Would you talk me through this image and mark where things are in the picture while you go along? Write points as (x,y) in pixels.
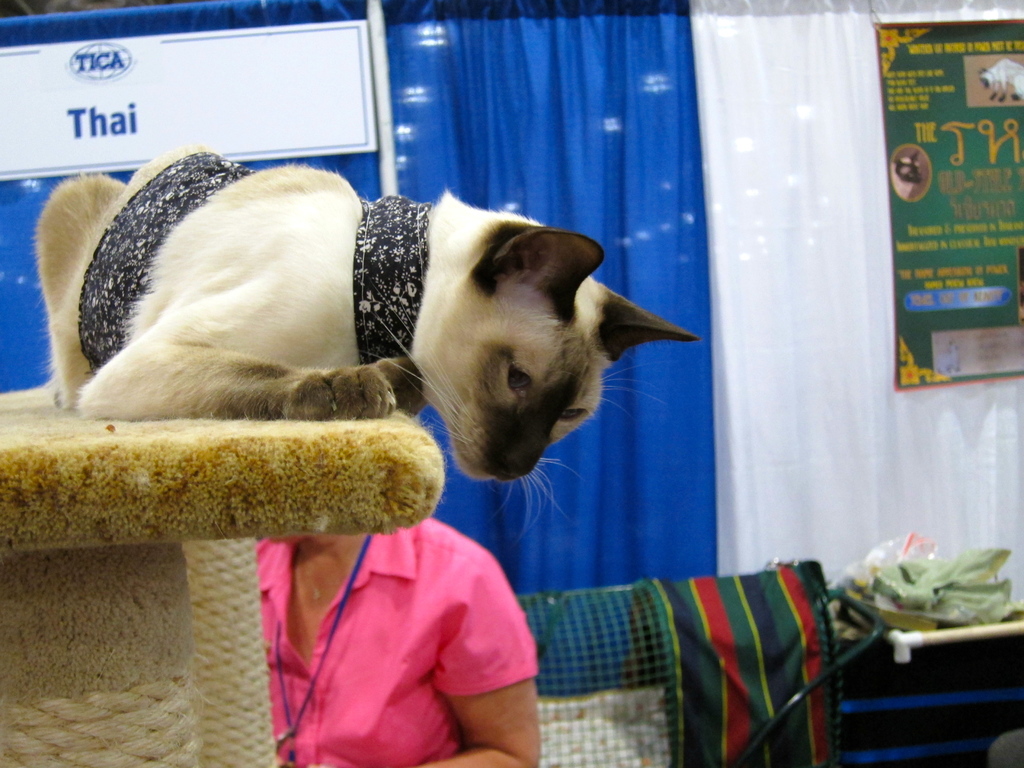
In this image, we can see a cat (193,253) on the stand (123,469) and there is a person (381,626) wearing an id card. In the background (722,671), there is a cloth (730,650) and a rod (879,634) and we can see some objects (917,577) on the stand (913,647) and there are curtains (827,65) and boards (309,117).
